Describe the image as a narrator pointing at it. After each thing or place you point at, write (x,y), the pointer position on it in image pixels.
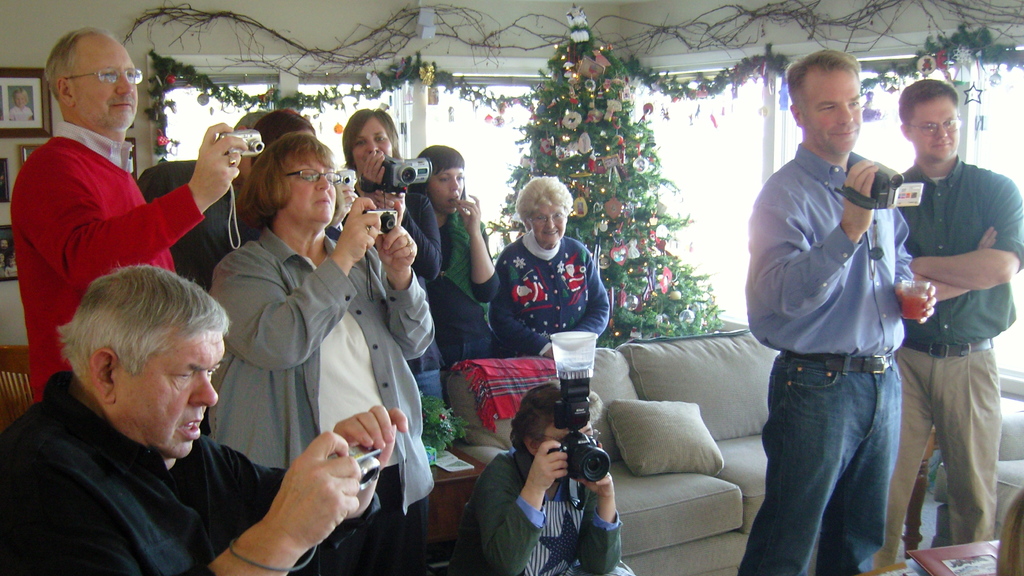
In this image, I can see a group of people (398,209) standing and holding the video recorders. At the bottom of the image (494,513), there are two persons (494,513) sitting and holding the cameras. I can see a cushion (650,430) on a couch (752,420). There is a christmas tree (608,247) with the decorative items (601,160). In the background (472,113), I can see the windows (511,118) and photo frames (45,109) attached to the wall (48,32). At the bottom right corner of the image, there is an object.
